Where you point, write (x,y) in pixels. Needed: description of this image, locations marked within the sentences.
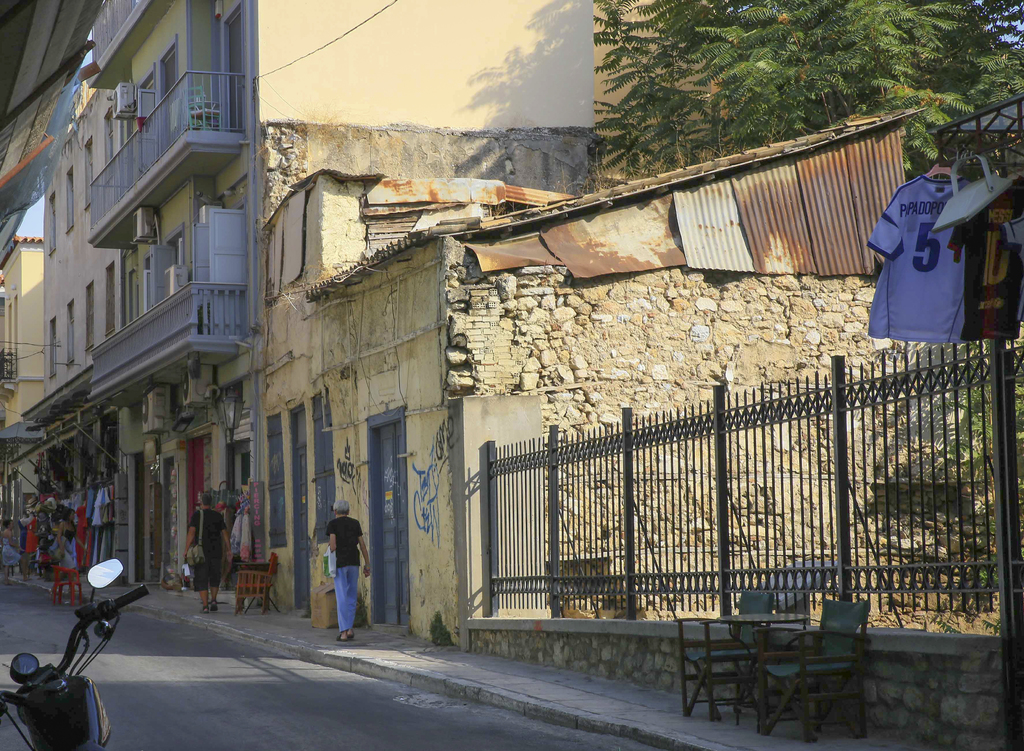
In this image we can see a few people (205,509) carrying objects (199,537), there are some buildings (249,240), windows (170,247), doors (299,511), chairs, table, wall (743,556) and fence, on the right side (929,195), we can see some clothes (921,204) are hanged and also we can see a vehicle (100,622) on the road (6,621).
